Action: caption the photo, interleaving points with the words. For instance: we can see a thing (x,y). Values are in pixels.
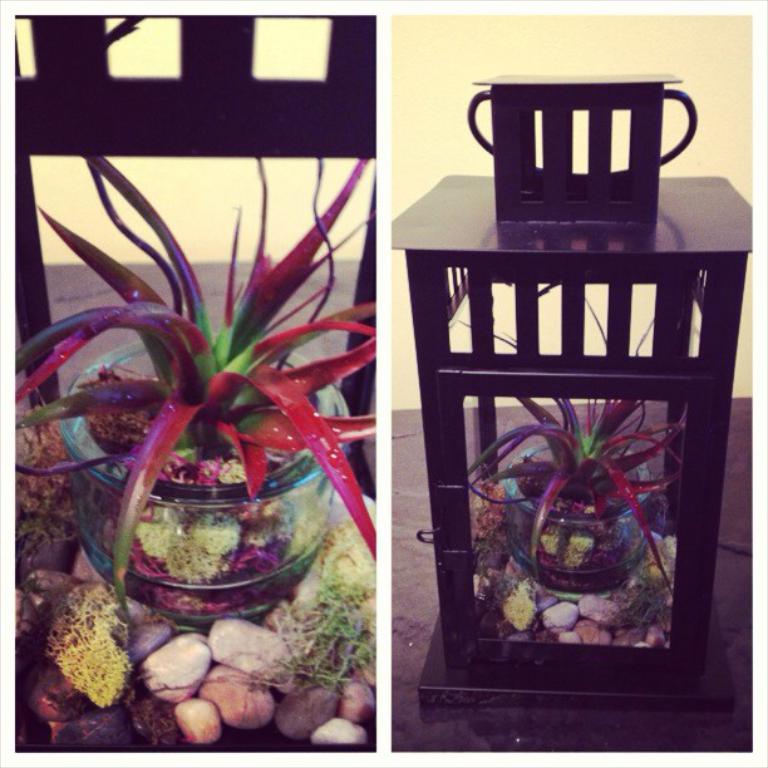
In this image, we can see a glass box (184,530), in that there is a red and green color plants (235,389) kept, there are some stones (486,627), at the right side (528,585) we can see that object (587,551) inside the lantern (465,532).
